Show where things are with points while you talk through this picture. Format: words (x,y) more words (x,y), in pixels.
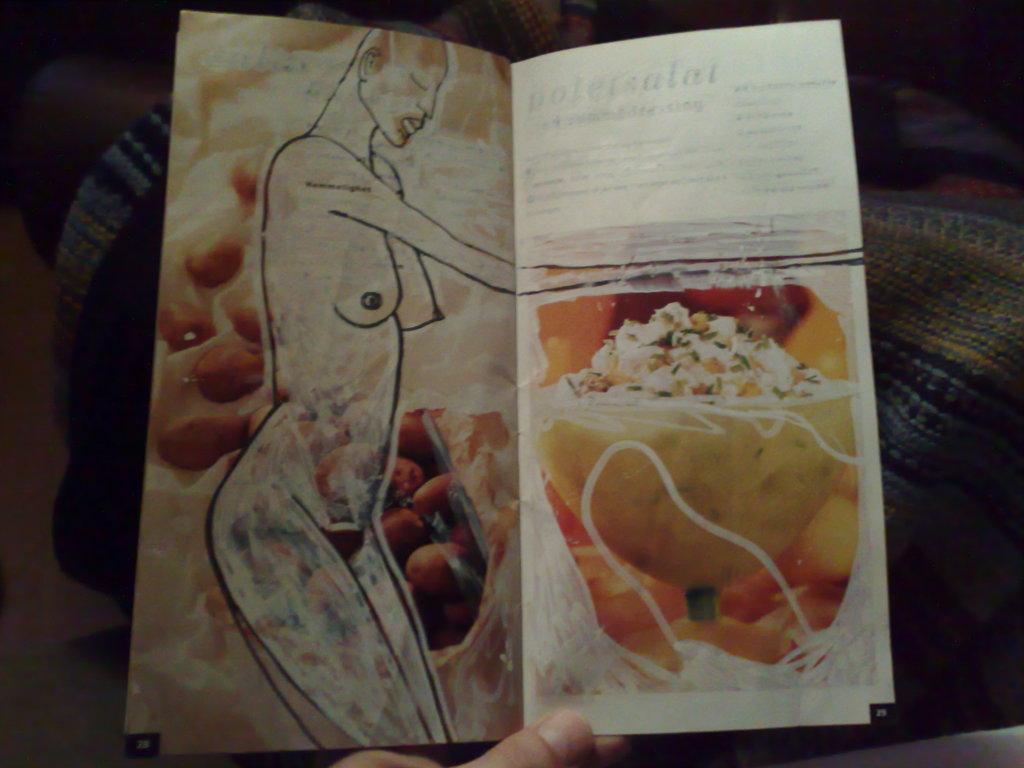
In this picture there is a person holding the card (545,67). On the card (570,589) there is a picture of a woman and there is a picture (758,341) of food (730,367) and there is text (588,143). At the bottom (991,687) it looks like a cloth (1005,198) and there is a floor (4,438).
